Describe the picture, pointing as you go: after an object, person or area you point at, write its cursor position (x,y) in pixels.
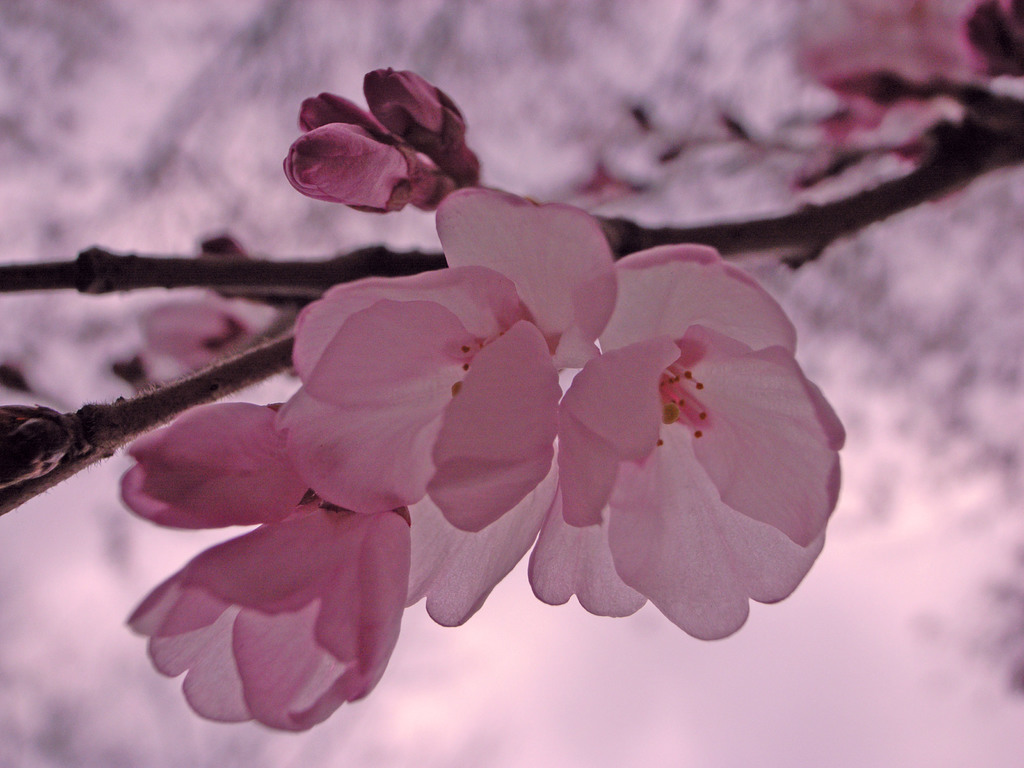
In this picture I can see the pink flowers (537,449) on the tree branch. in the background (1001,707) I can see the blur image.
